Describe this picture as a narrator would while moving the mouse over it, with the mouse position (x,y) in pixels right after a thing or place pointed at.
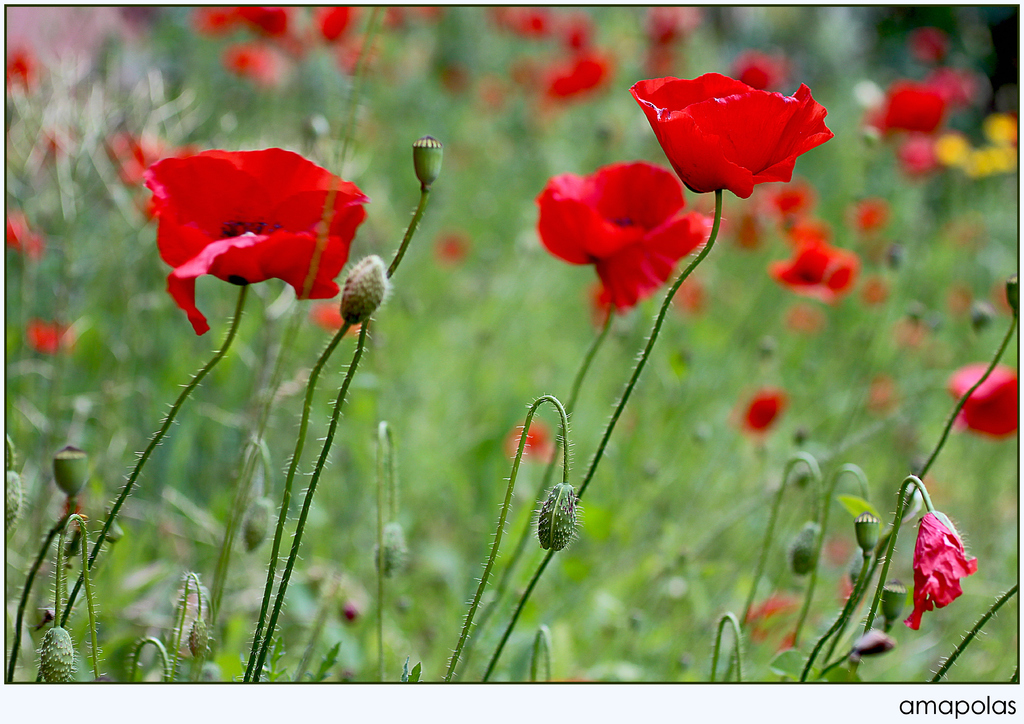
In the center of the image (562,244) we can see the flowers (256,155) and buds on the stems (813,464). In the background (514,363), we can see it is blurred. At the bottom right side of the image (991,713), we can see some text (991,713).
